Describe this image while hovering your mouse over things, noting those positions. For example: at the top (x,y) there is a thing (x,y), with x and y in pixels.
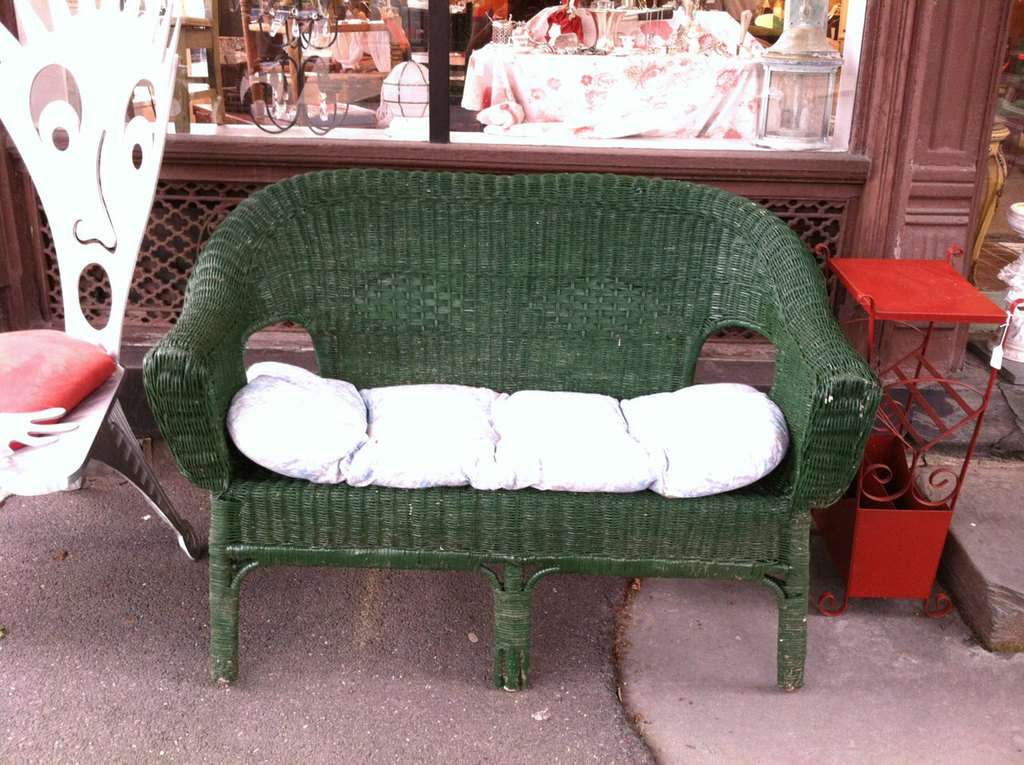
There is a bench (449,380) with pillows (451,410). On the left side (127,442) there is a chair (5,378). On the right side (929,331) there is a table (906,302) with stand (945,434). In the back (247,152) there is a wooden wall (238,139). In the background (357,72) there are many items (652,71).
